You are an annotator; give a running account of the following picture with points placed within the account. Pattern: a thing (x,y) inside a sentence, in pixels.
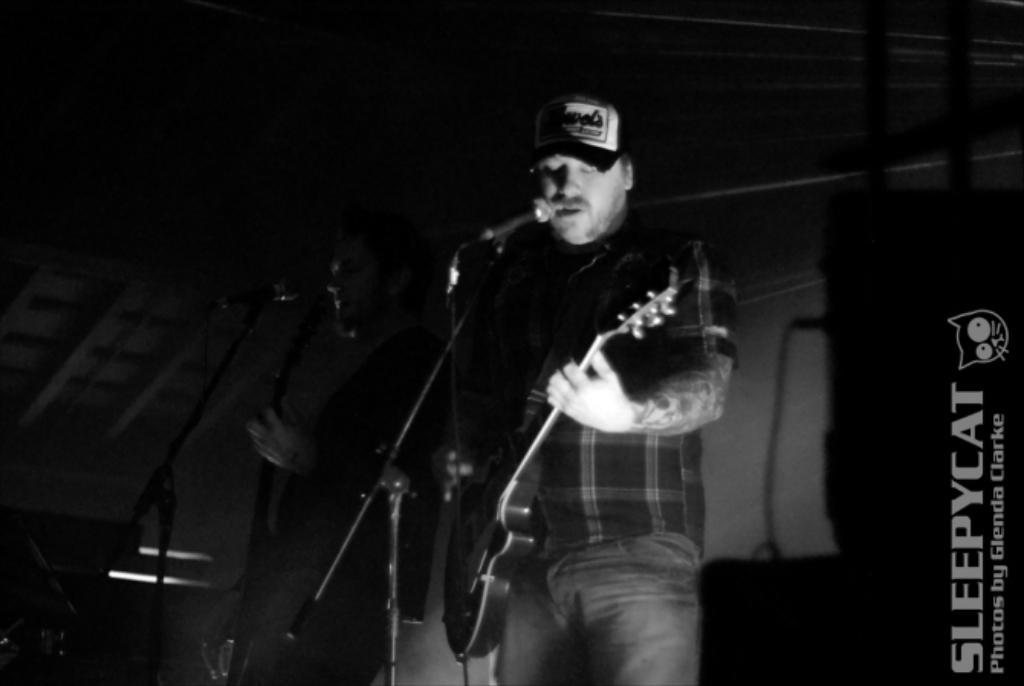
In this image there are two persons (482,387) wearing black shirts (428,448) playing musical instruments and in front of them are microphones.
